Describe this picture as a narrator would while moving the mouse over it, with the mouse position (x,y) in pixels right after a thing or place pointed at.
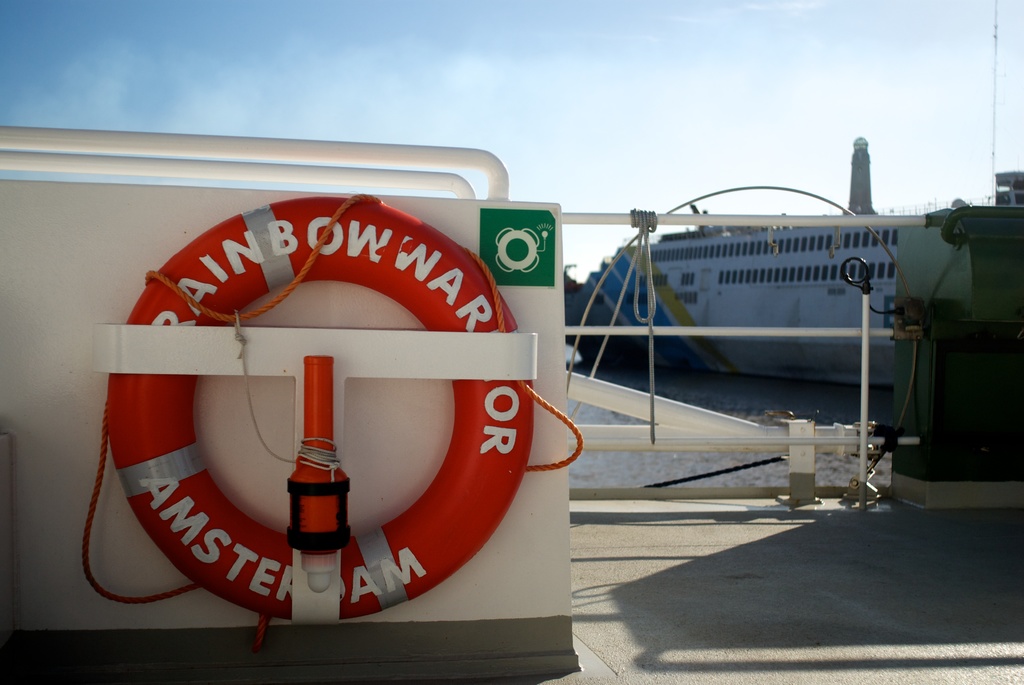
In this image we can see the red color inflatable (255,570) is attached to the white color metal board (163,227). Background of the image (752,223), white color fencing (773,327) and green color machine (958,271) is there. Behind the fence (672,428), ship (788,308) is there on the surface of water (778,393).
